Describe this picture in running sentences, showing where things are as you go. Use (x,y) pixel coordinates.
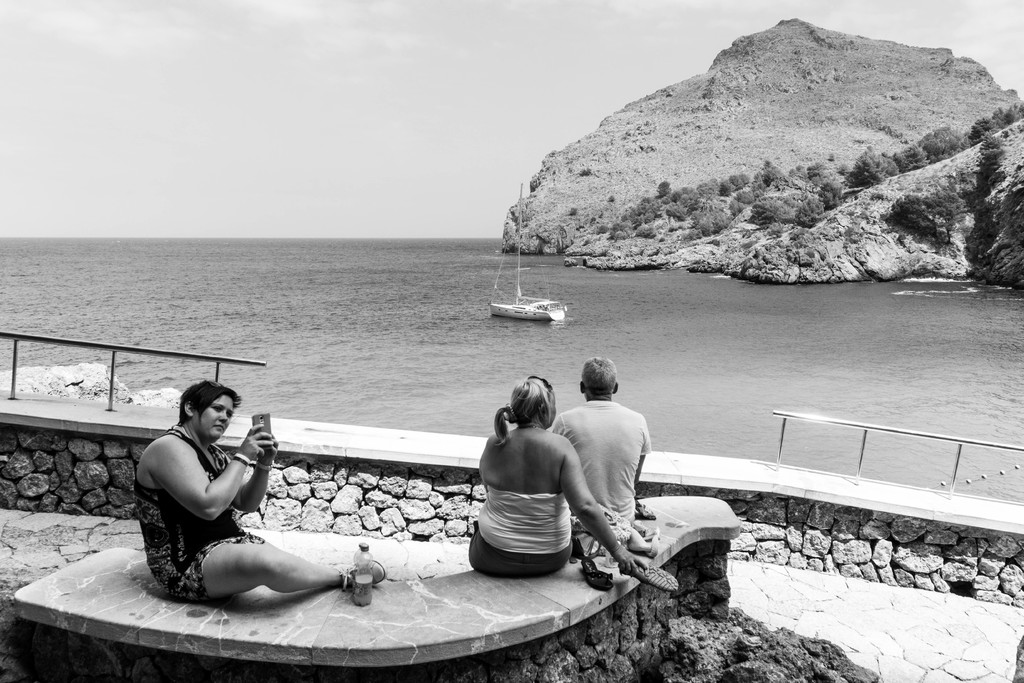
In this image there is the sky (309,120) towards the top of the image (262,105), there are mountains (760,119) towards the right of the image (892,128), there are trees (872,183) on the mountain (864,148), there is water (421,292), there is a boat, there is a man (605,444) sitting, there are two women (492,471) sitting, they are holding an object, there is a water bottle (366,550), there is an object (749,650) towards the bottom of the image (760,660).
